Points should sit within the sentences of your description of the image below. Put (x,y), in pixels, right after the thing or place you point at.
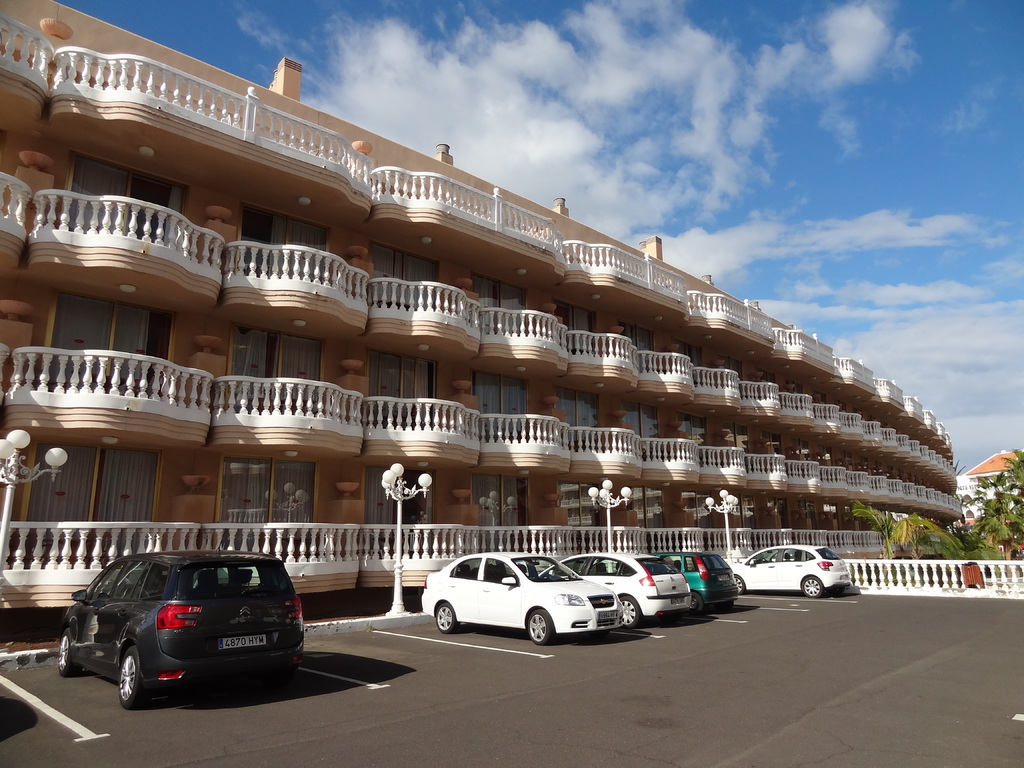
Here we can see cars (642,581) parked on the road (439,722). In the background (382,336) there are buildings (215,318), fences (114,533), windows (72,342), curtains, light poles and clouds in the sky (864,169). On the right (1000,516) there are plants (951,536), trees (1004,504) and buildings (995,461).
